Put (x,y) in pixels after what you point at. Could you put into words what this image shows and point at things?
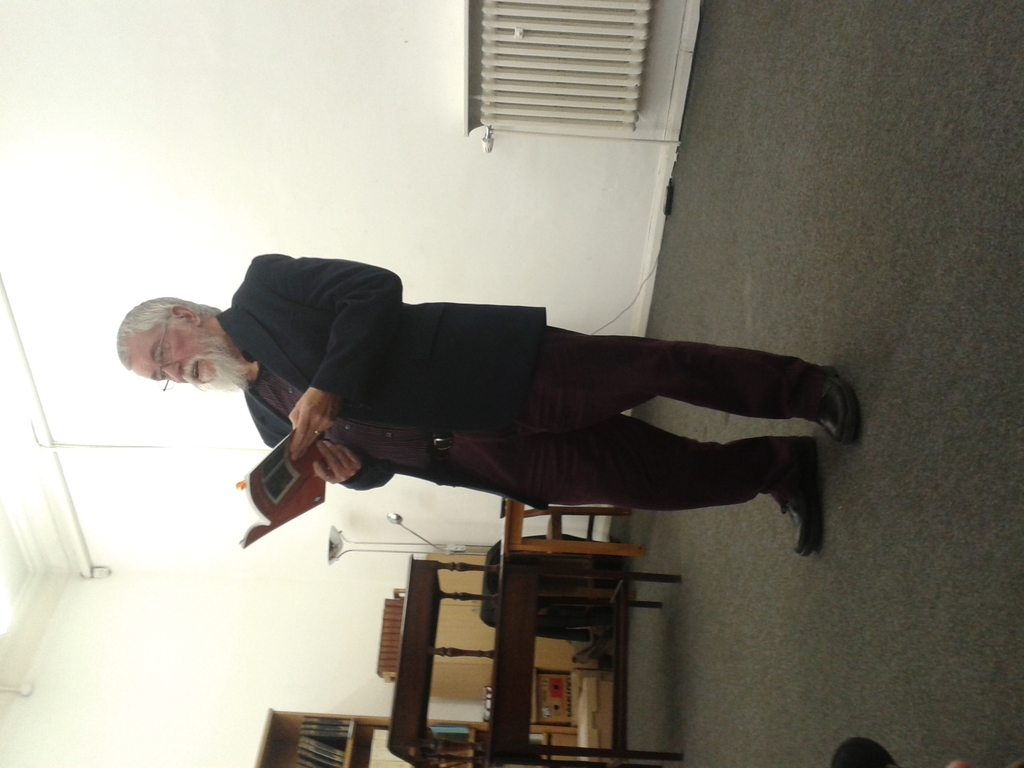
This picture is in left side direction. In this image there is a man (534,507) standing and holding the book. At the back (398,700) there are books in the shelf (472,735) and there is a table (526,734) and chair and there is an object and there is a cupboard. At the top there is a light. At the bottom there is a mat (816,560). On the right side of the image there is an object (578,13).
